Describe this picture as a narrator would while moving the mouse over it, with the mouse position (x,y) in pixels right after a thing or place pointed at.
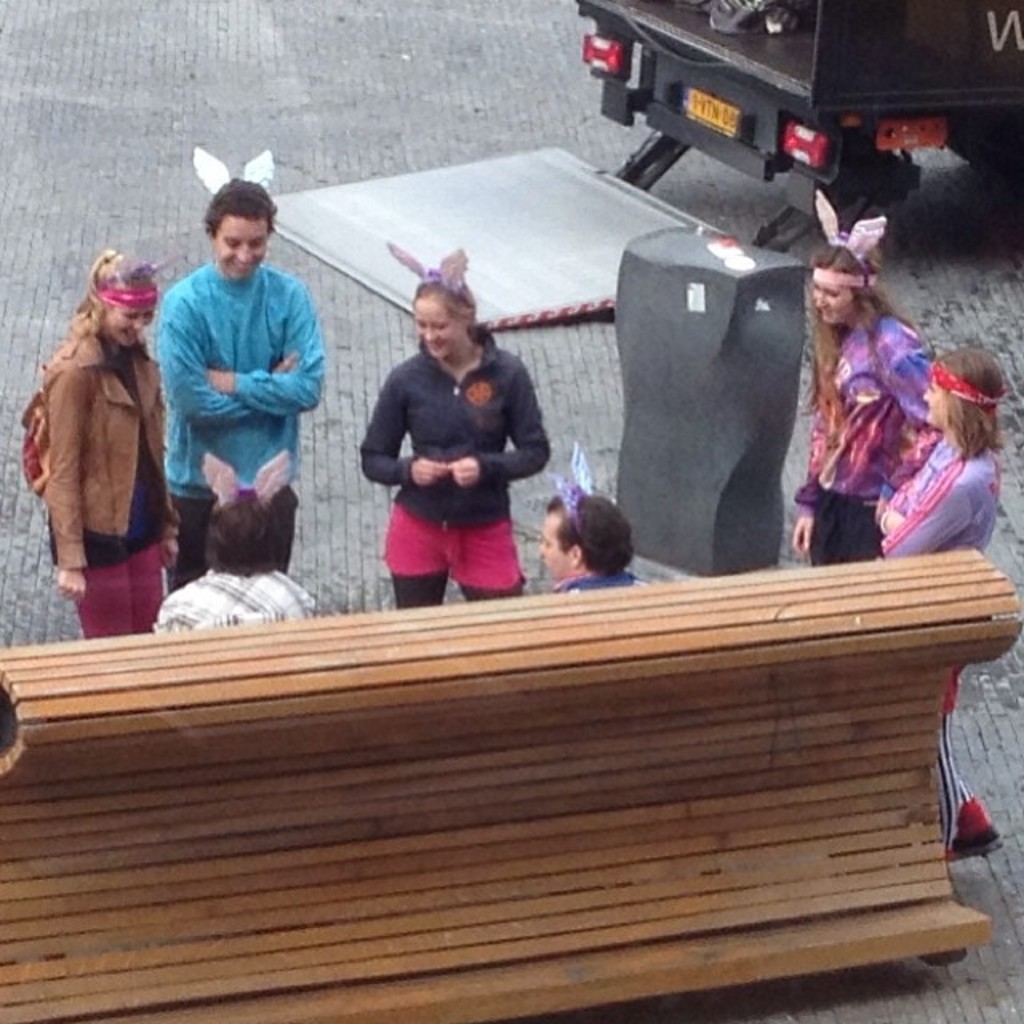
In this image we can see these two people (242,605) are sitting on the wooden bench (480,680) and these people (100,607) are standing near them. In the background (810,316), we can see a vehicle (540,239) on the road (331,138).
